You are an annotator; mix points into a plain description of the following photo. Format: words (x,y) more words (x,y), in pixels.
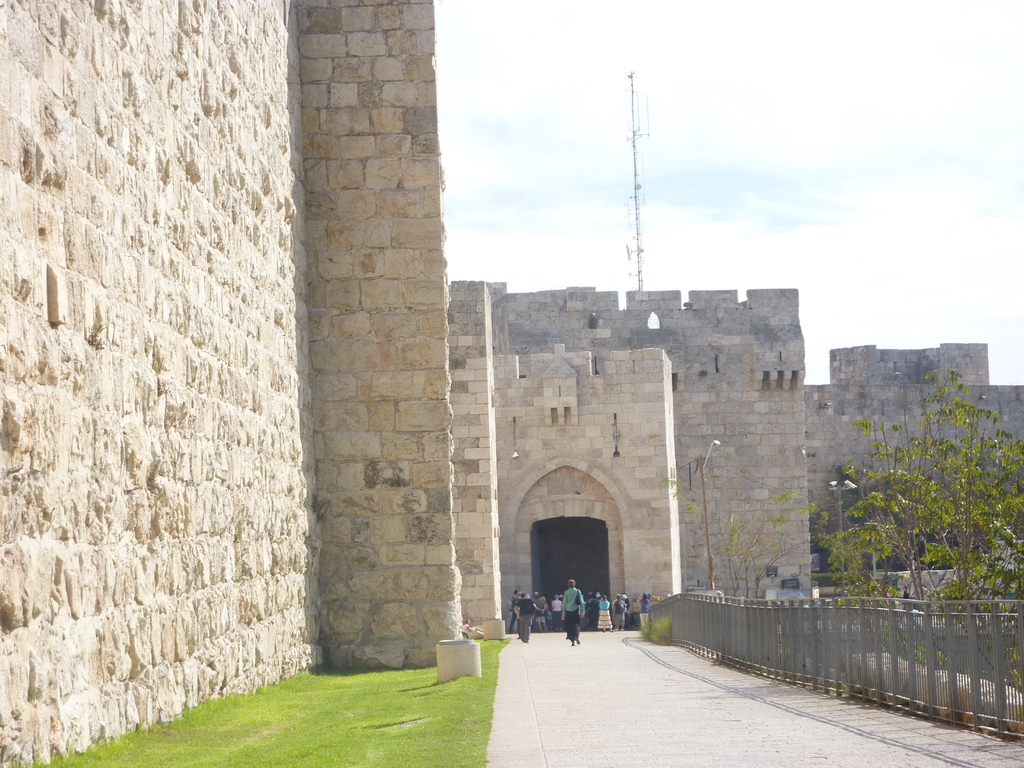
In the center of the image (513,326) we can see fort (552,344). On the right side of the image (777,557) we can see fencing (991,654) and tree (1003,486). At the bottom of the image (287,707) we can see grass (209,733) and persons (519,611). In the background (586,155) we can see tower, sky (769,194) and clouds (788,108).
